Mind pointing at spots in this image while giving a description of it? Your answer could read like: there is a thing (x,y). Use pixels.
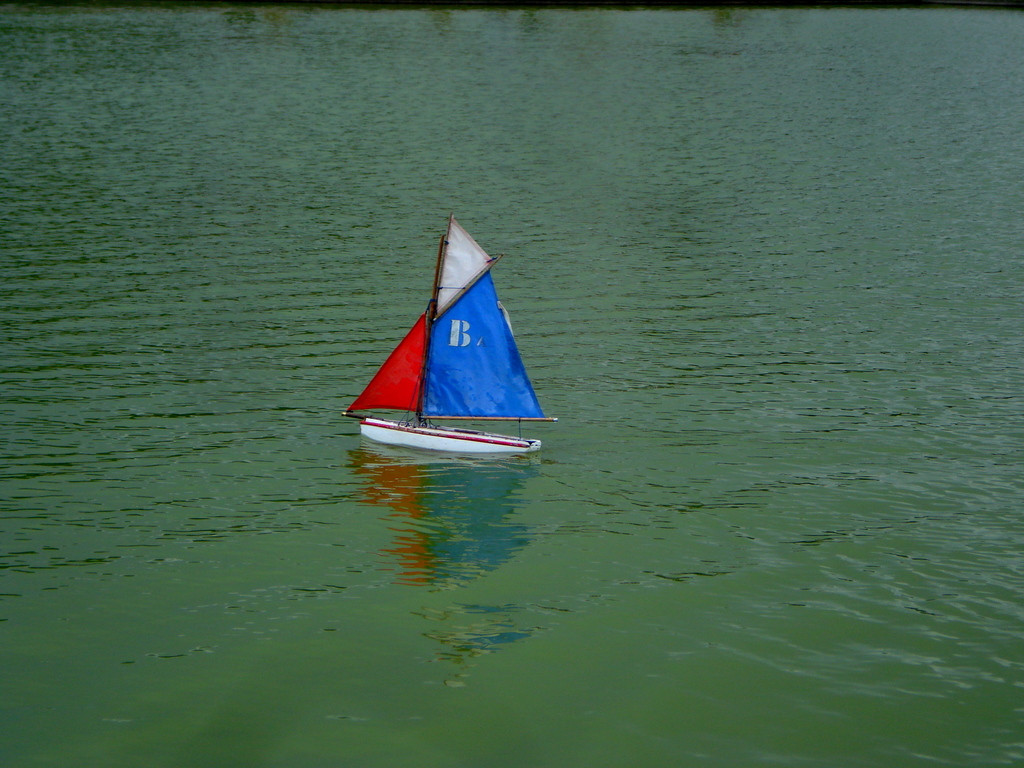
In this image I can see the water (205,316) which are green in color and a boat (424,441) which is white, red and blue in color on the surface of the water (453,477).
